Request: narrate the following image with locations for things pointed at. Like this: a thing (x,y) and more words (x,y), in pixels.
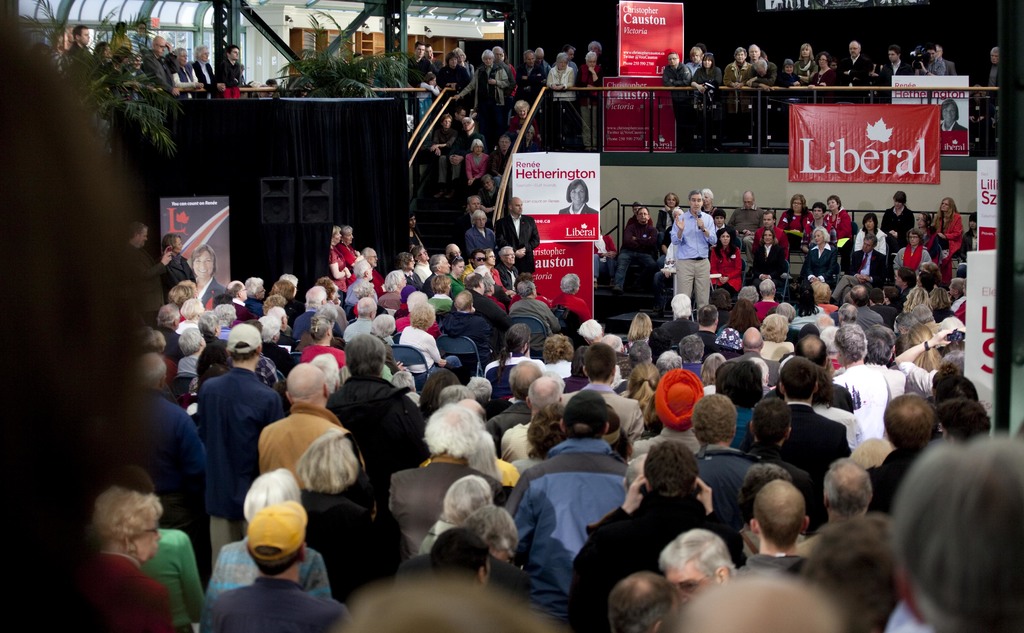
As we can see in the image there are group of people (376,396), banners (572,211), buildings (883,19) and plants (344,69). Here there are stairs (435,227).
